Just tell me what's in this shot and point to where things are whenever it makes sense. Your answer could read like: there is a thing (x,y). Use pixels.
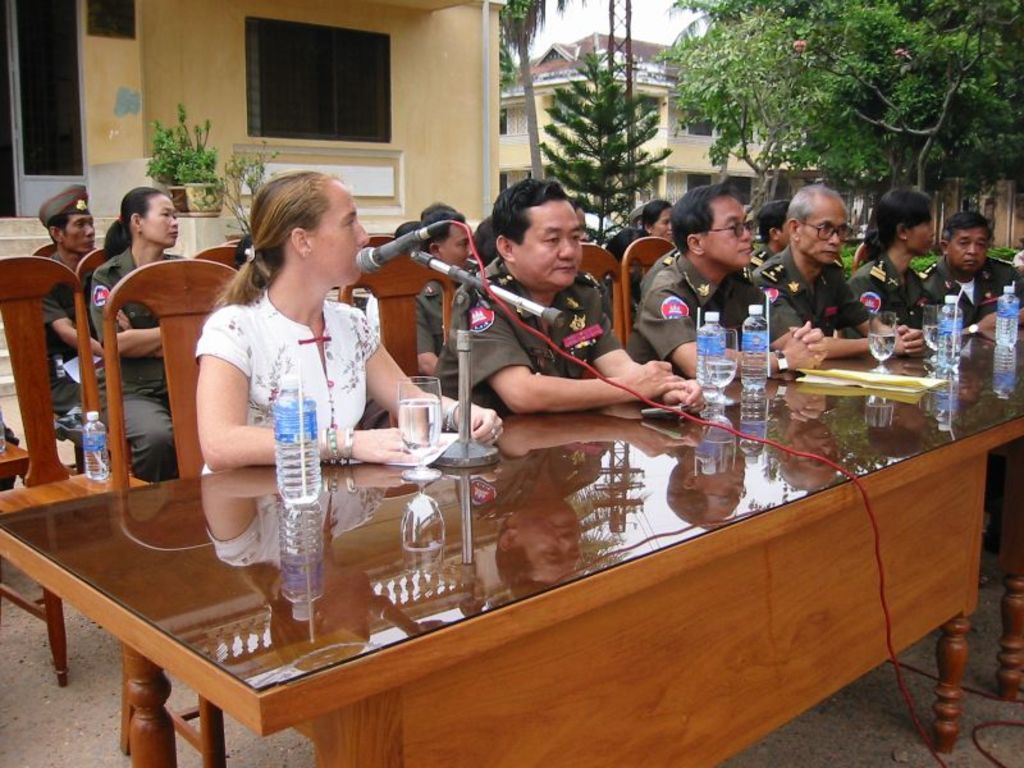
there is a table (530,527) on which there are bottles (300,443) and glasses (412,434) and microphone (391,251) attached to that. there are chairs (197,339) on which people (278,355) are sitting. behind them there is a building (346,118) and at the right (867,94) there are trees (861,80).
